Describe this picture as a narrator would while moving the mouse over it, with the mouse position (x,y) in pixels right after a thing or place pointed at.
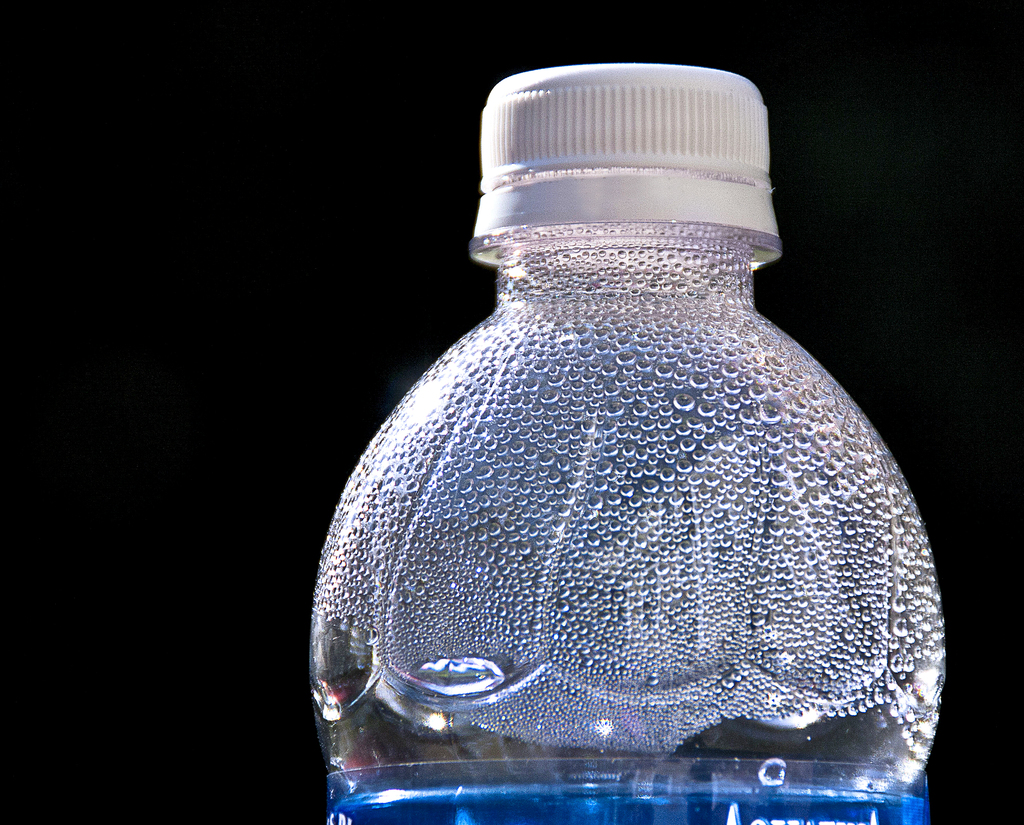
There is a water bottle (594,334) in this picture and there is a white cap (656,169) and we observe many water droplets (460,474) on the side of the water bottle (736,676). The background (352,78) is black in color.
